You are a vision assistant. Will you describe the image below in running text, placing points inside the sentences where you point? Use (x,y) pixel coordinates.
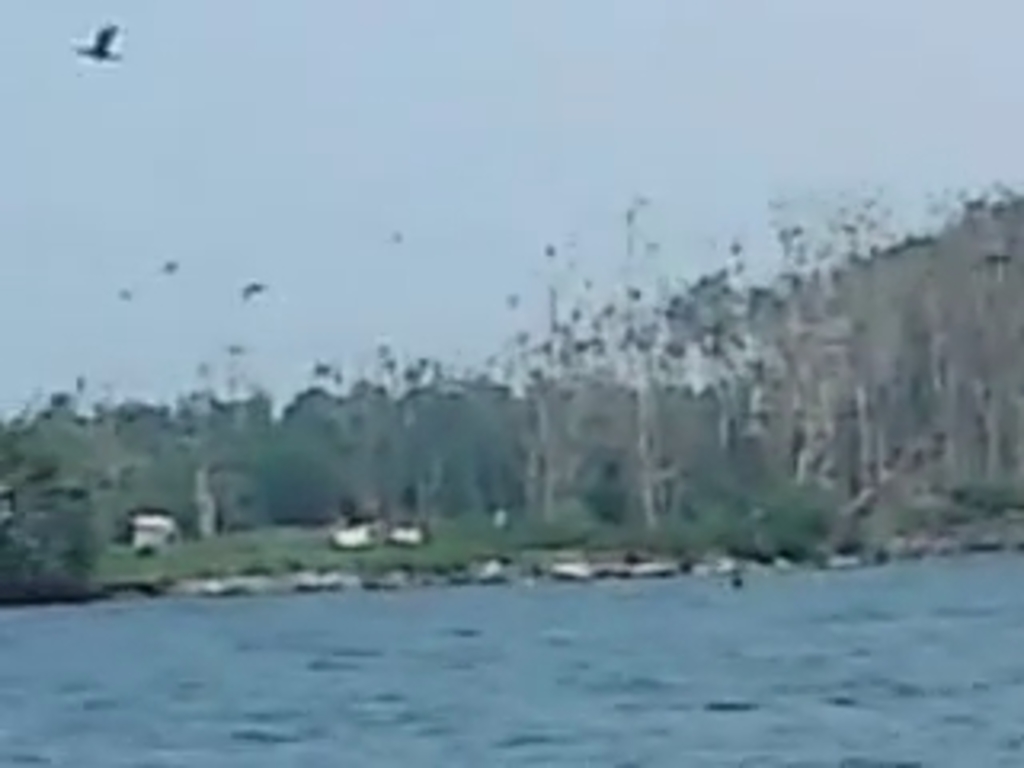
This is a blurred picture. I can see water (341,647), trees (733,379), and there is a bird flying in the sky (263,188).
